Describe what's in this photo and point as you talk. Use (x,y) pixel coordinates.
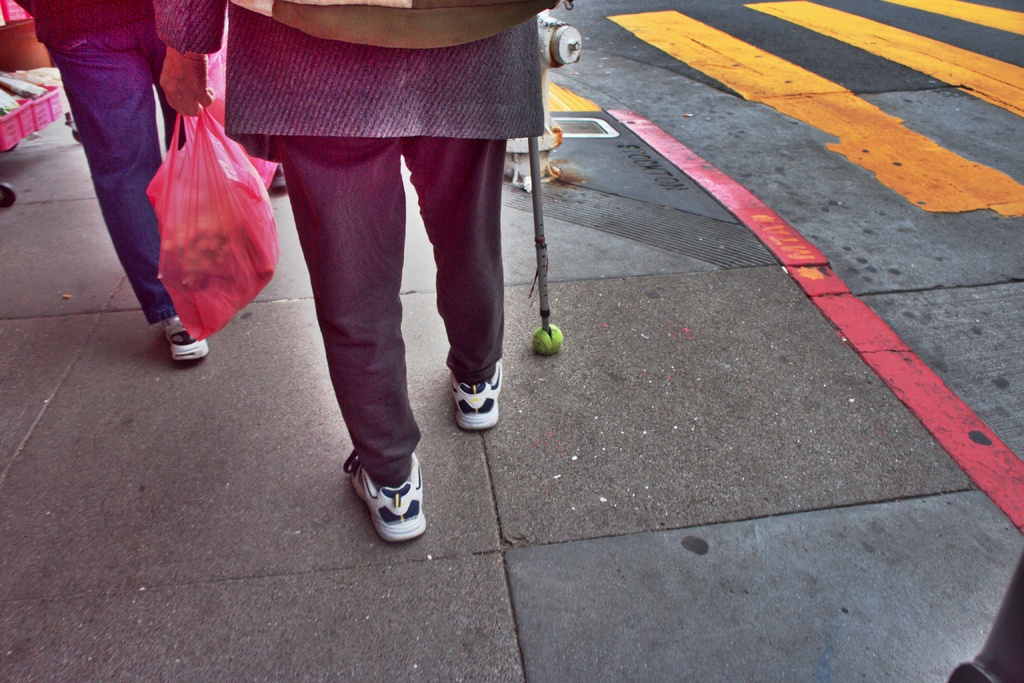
This picture is taken on the road (853,255). In this image, on the left side (328,167), we can see a person (459,111) holding a cover (163,169) on one hand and the stick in the other hand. On the left side (127,227), we can also see a person (139,35) walking. In the left corner (27,114), we can also see some baskets (2,135) filled with some object (22,95). In the middle of the image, we can see a fire hydrant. In the right corner (1020,682), we can see an object (1023,626). On the right side (729,95), we can see a road (929,94) with yellow color and red color markings (861,111).
